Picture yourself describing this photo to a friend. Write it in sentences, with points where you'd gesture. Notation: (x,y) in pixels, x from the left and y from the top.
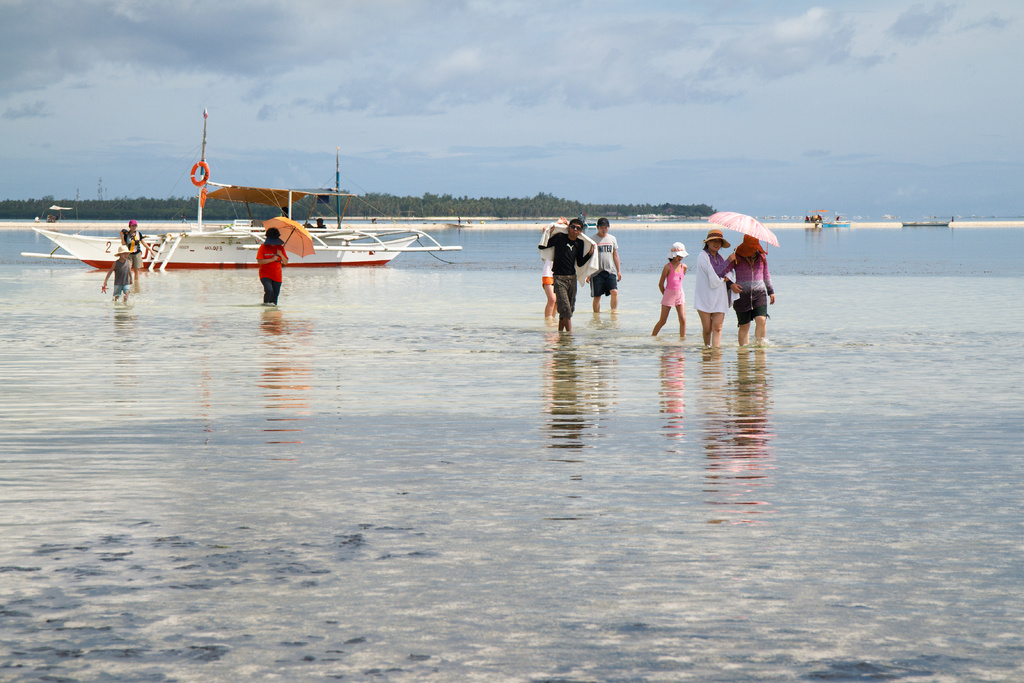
In this image there are few people (271,267) walking on the water (576,343) and few are holding umbrellas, behind them there is a boat (381,242) on the sea (507,233). In the background (558,198) there are trees (522,210) and a sky (787,150).
